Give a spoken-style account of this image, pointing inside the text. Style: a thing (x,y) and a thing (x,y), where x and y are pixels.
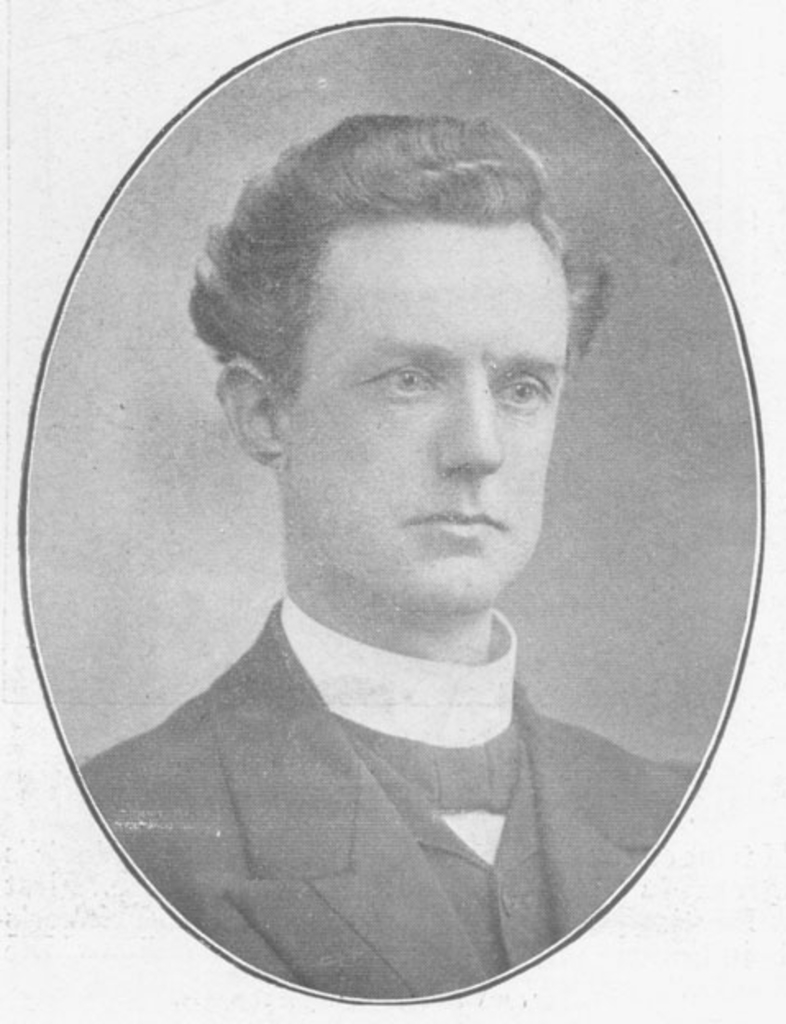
This is a black and white picture and in this picture we can see a man (260,760) wore a blazer (290,709).
